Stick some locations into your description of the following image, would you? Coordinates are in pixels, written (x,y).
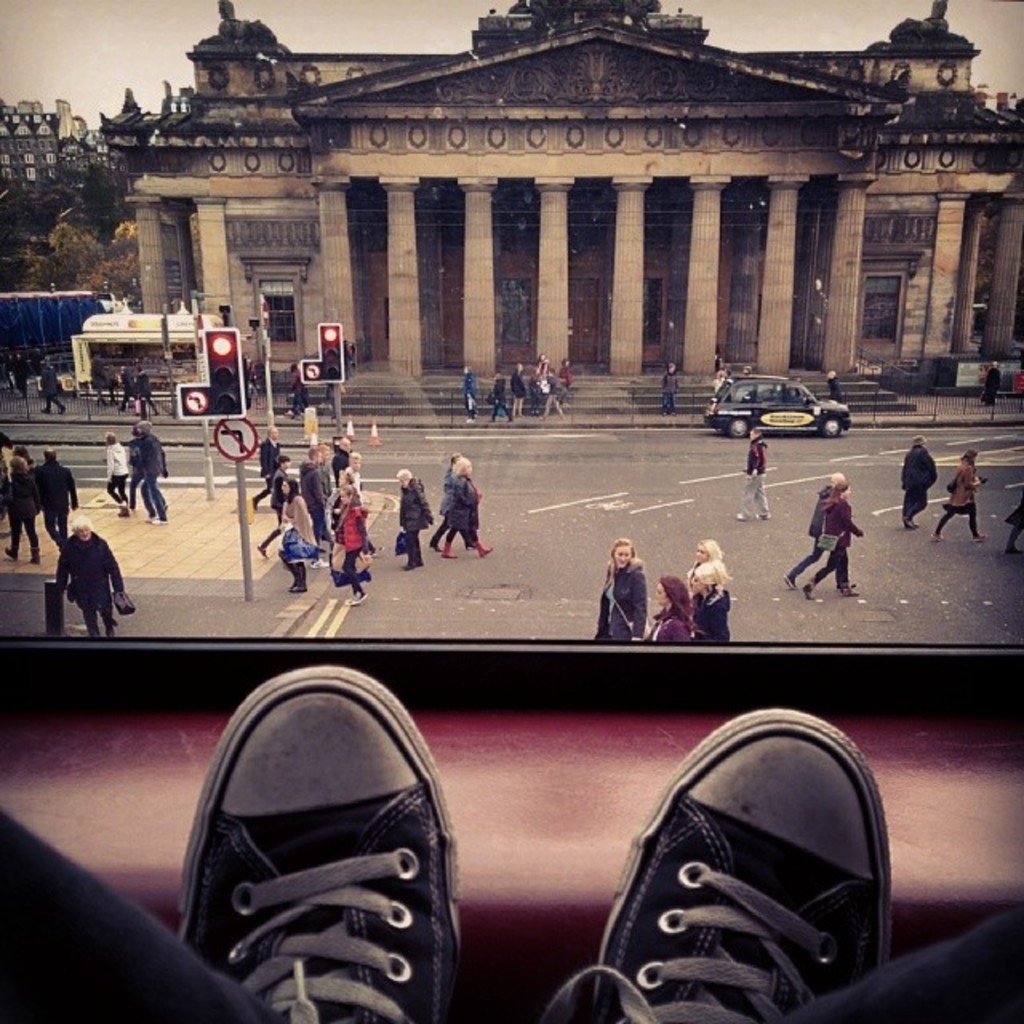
We can see footwear (384,758) and there are people (149,429) walking. We can see boards (244,442) on poles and car (821,417) on the road (456,433). In the background (564,150) we can see buildings (431,240), pillars (1012,284), trees (117,205) and sky (810,21).
